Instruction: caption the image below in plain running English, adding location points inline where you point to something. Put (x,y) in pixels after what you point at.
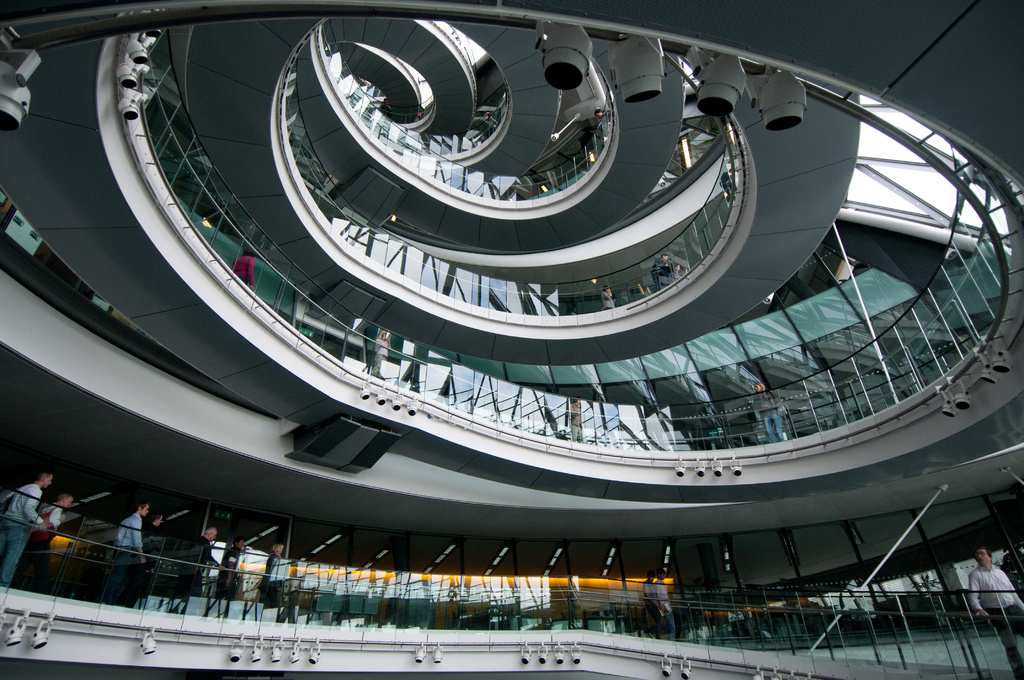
This is an inside view of the building (359,337), in this image we can see a few people (672,620), there are some focus lights (720,70) and glass doors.
